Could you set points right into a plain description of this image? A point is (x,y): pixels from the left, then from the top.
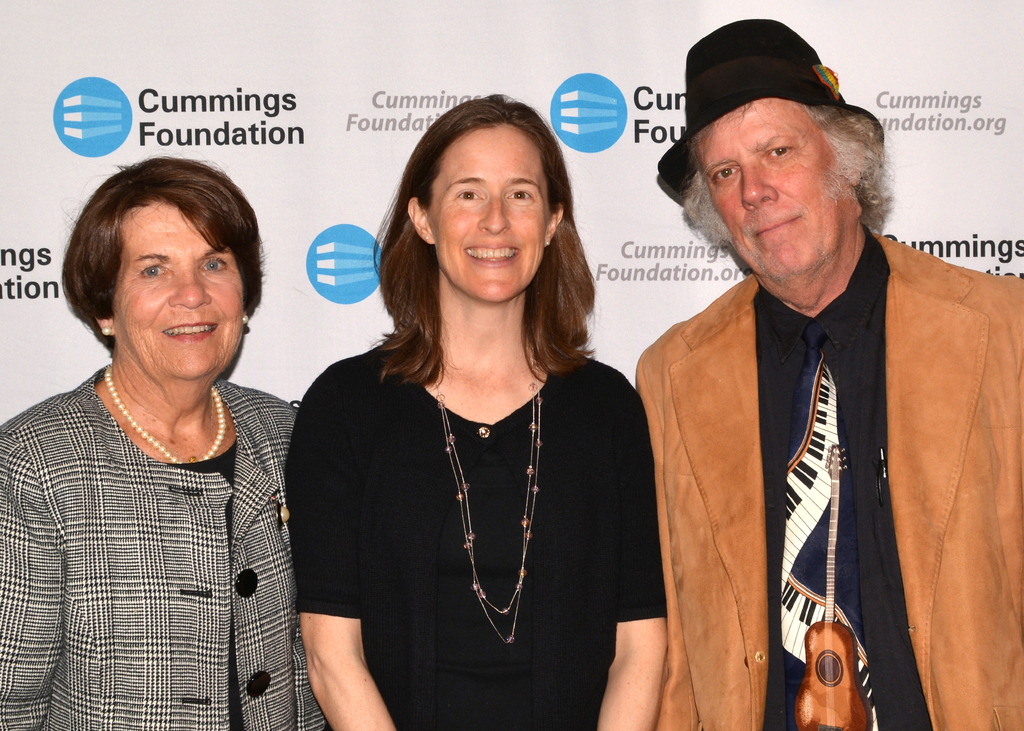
Here I can see a man (797,507) and two women (432,535) standing, smiling and giving pose for the picture. The man (692,382) is wearing a jacket (722,456) and black color cap (744,71) on the head (790,109). At the back of these people (1011,393) I can see a white color board (246,51) on which I can see some text (205,131).
